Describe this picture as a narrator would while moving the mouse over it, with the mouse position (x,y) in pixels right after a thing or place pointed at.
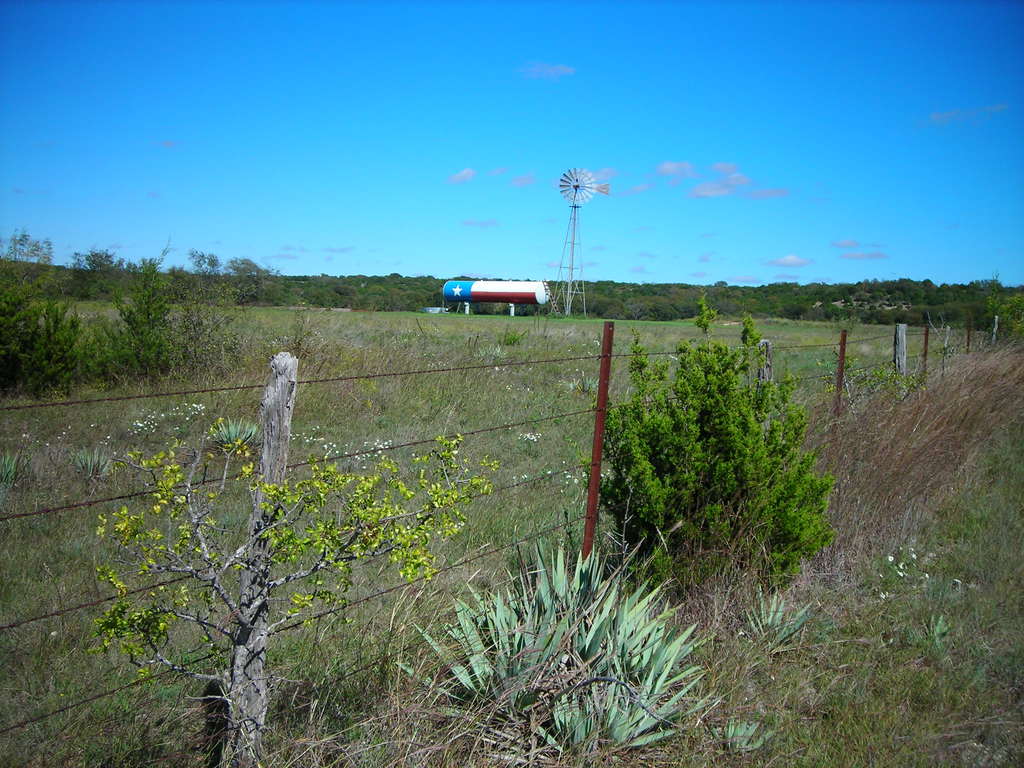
The plants (712,546) are in green color. The grass (951,547) is in green color. One rod (608,380) is connected to another rod (289,396) with a string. This is a fence (899,346). Far there is a wind tower (573,288). Sky (544,55) is in blue color. Many trees (834,300) are over here. The container (484,292) with a star logo (454,291).
